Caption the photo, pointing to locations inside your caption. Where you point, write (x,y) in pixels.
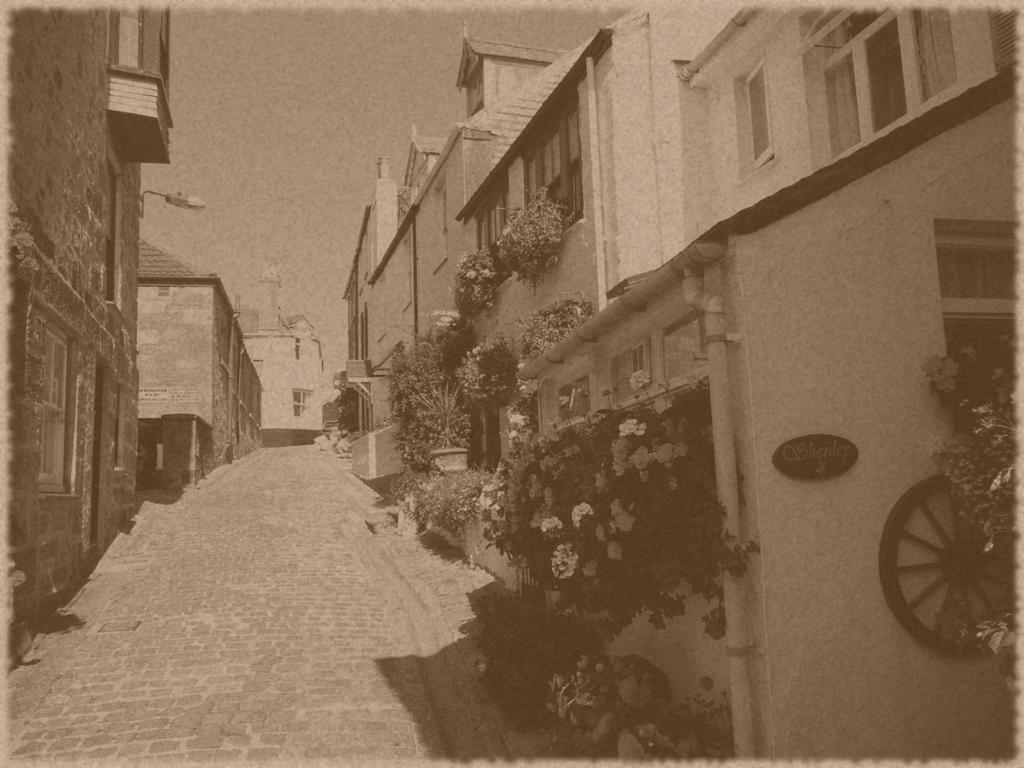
In the picture we can see a photograph of a path (290,728) and on the both the sides we can see the houses (863,660) with windows (976,312) and plants (597,725) near it and in the background (214,136) we can see the sky (391,159).
